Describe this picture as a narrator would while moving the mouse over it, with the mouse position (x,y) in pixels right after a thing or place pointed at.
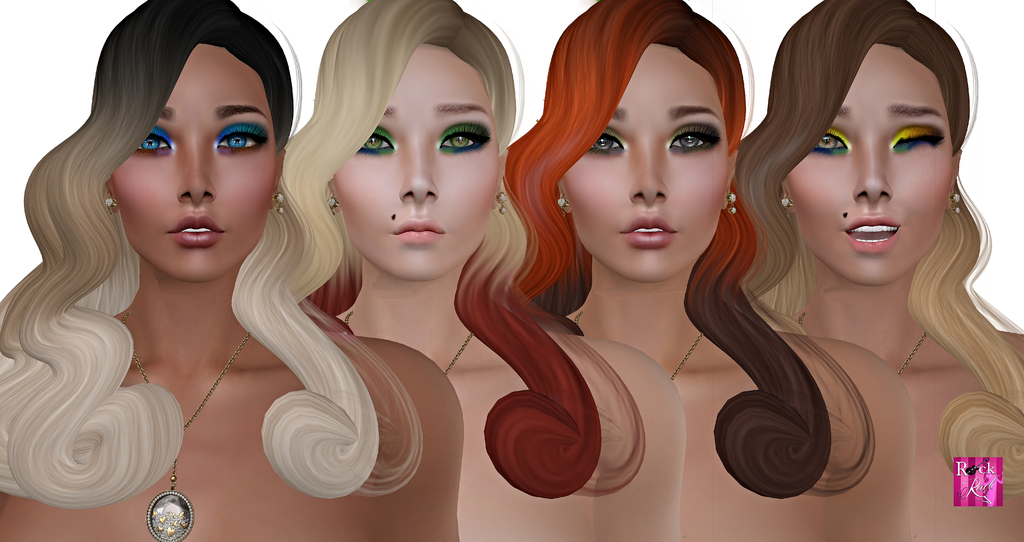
This is an edited image of a lady (679,380). At the bottom (965,483), there is a logo (965,486).
